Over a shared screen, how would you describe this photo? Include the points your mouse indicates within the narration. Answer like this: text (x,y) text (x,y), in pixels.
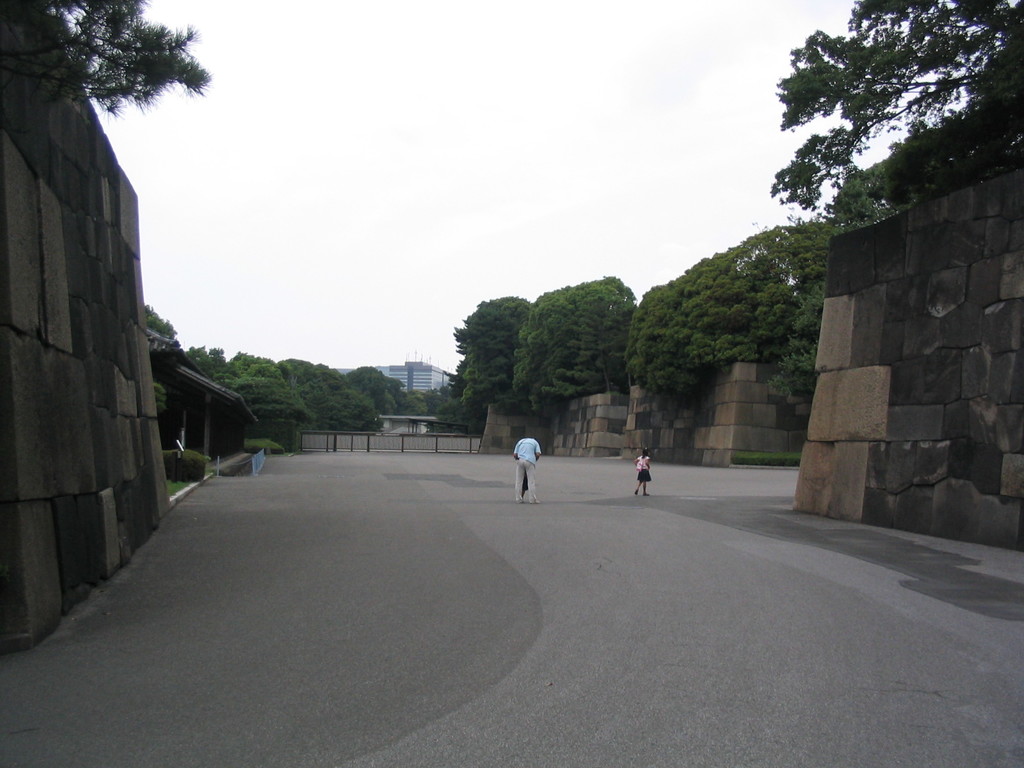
There are two persons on the road (534,653). Here we can see wall (80,496), fence (338,448), plants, trees (445,395), and a building (408,422). In the background (536,44) there is sky (533,200).
